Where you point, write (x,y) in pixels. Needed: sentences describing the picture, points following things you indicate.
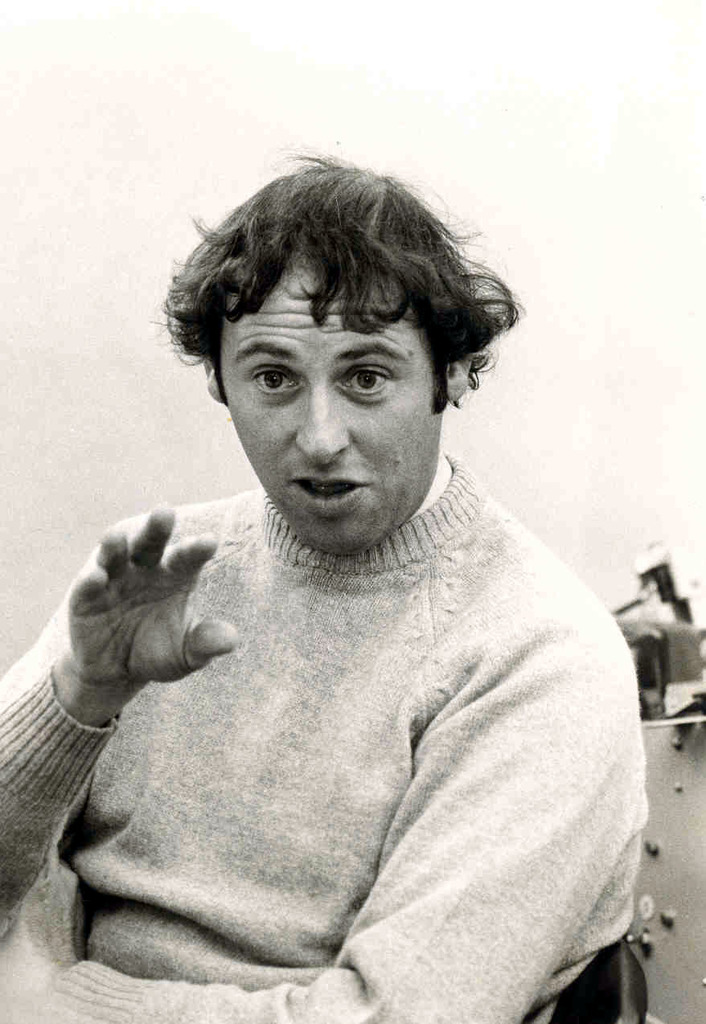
It is a black and white picture of a person (353,785).
